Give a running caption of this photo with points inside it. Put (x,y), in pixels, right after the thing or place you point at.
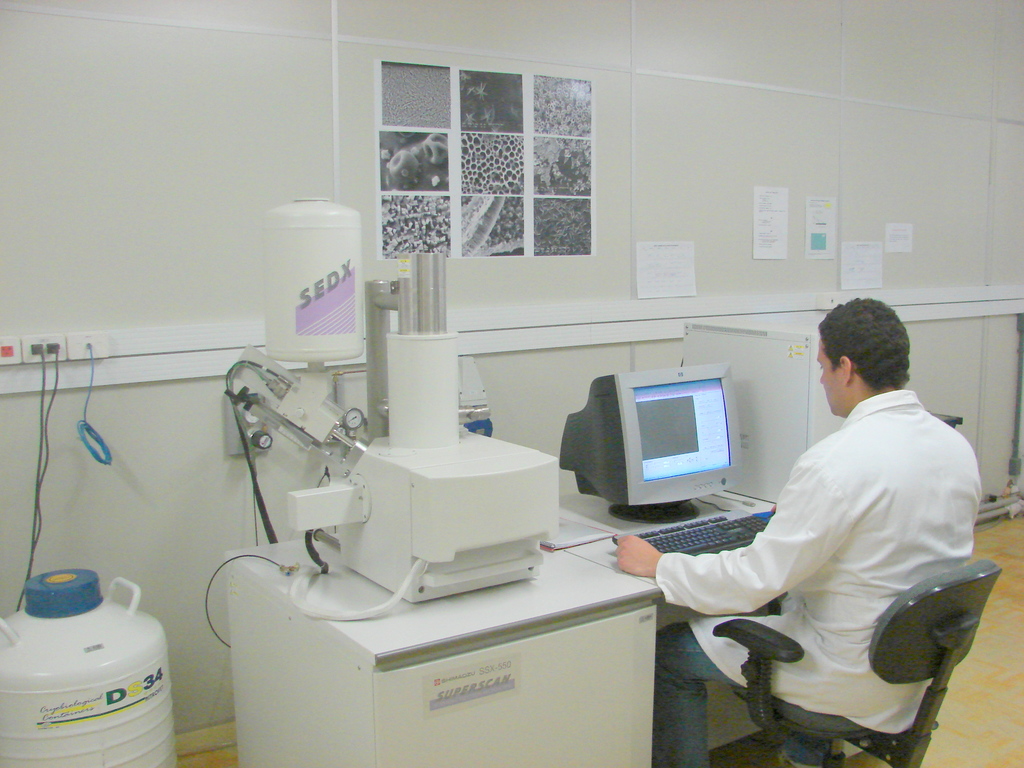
On the right side (854,497) a person (845,535) sitting on the chair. In front of him there is a table (580,609) with keyboard (680,550), monitor (658,491) and a machine (394,506). In the back (351,136) there is a wall (328,102) with images (506,165) and notices (776,246). On the left side (73,656) there is a can (96,666). On the wall (62,430) there is a switchboard (79,339) and there are wires (43,473).
